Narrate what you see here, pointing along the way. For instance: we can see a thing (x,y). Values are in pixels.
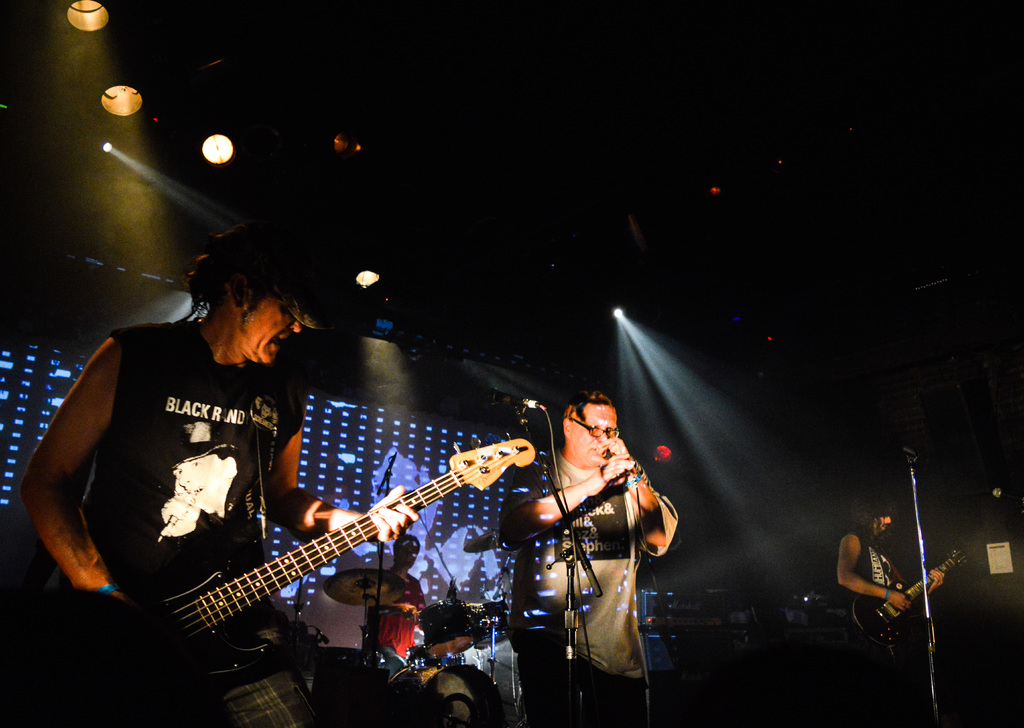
In this picture we can see four people (257,431), mics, musical instruments (464,640), lights (373,279) and some objects (923,549) and two people (174,430) holding guitars (875,621) with their hands (903,595) and in the background (811,161) it is dark.
